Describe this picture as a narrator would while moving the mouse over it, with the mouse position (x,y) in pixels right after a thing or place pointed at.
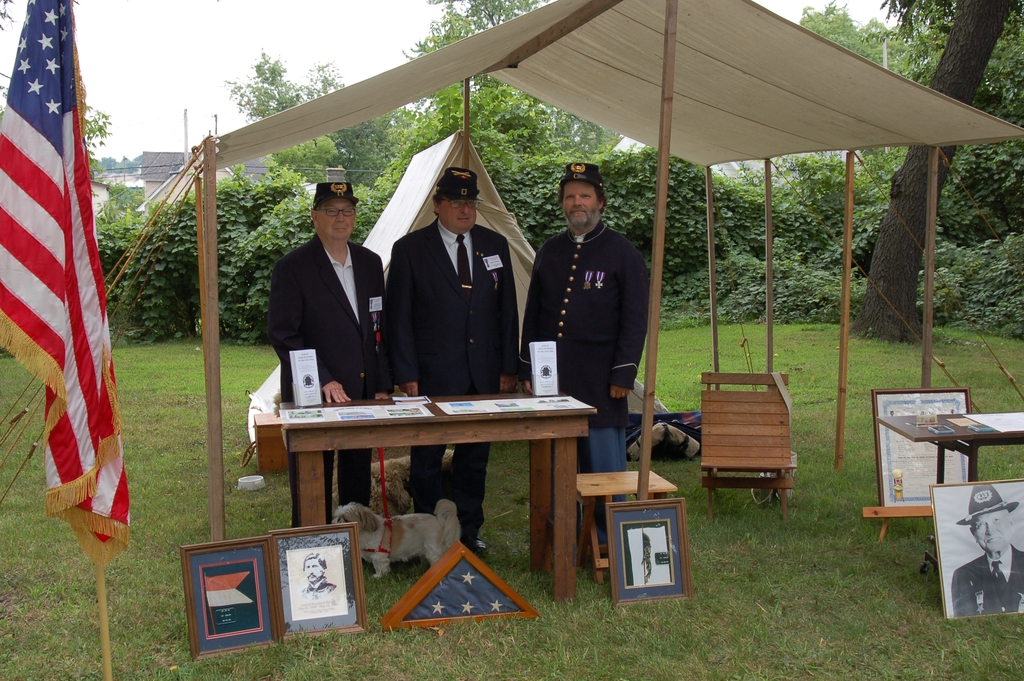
In this image we can see this people (463,388) are standing near the table (360,399). We can see dogs (372,540), table (540,529), photo frames (689,575), tent (747,89), chair (762,438), flags (107,406) and trees (288,240) in the background (629,204).
